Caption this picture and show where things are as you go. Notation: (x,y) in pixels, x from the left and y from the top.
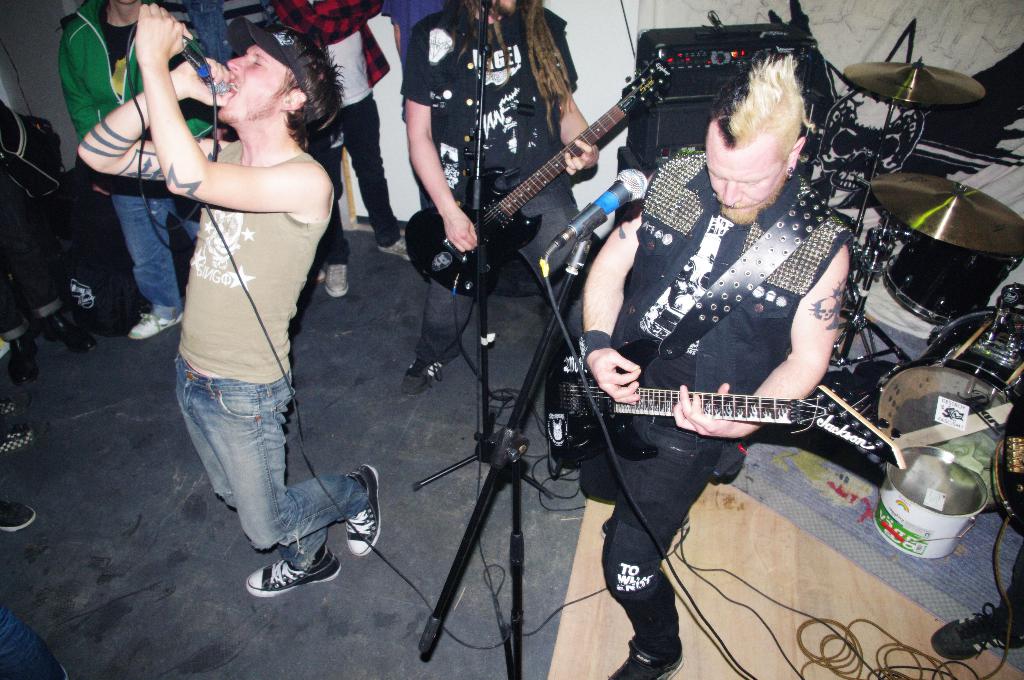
In this image I can see group of people (371,468) standing, the person (197,309) in front (201,356) is holding a microphone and singing. Background (898,436) I can see few musical instruments (1004,400).
